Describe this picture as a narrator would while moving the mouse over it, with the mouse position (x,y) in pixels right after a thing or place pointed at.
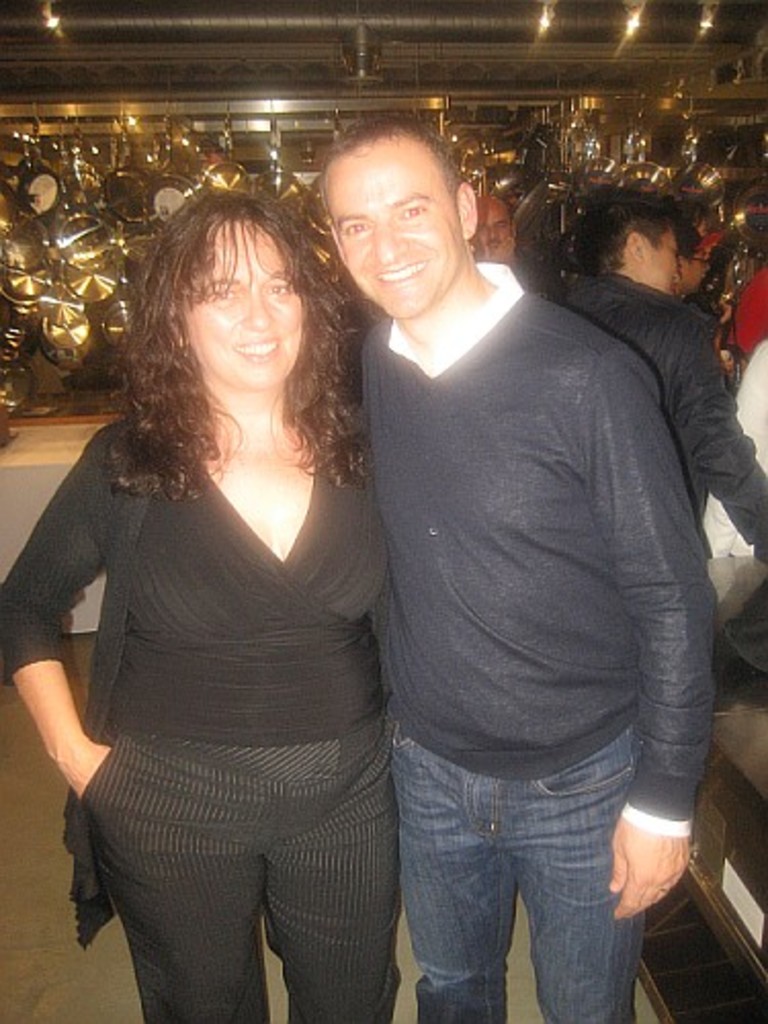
In this image there are two persons (377,594) standing, there are persons (717,482) truncated towards the right of the image (720,445), there is an object (738,830) truncated towards the right of the image (727,760), there are objects (328,119) behind the persons (374,142), there are objects (40,237) truncated towards the left of the image (26,442), there is a pipe (411,25) towards the top of the image (550,21), there are lights (707,22).
